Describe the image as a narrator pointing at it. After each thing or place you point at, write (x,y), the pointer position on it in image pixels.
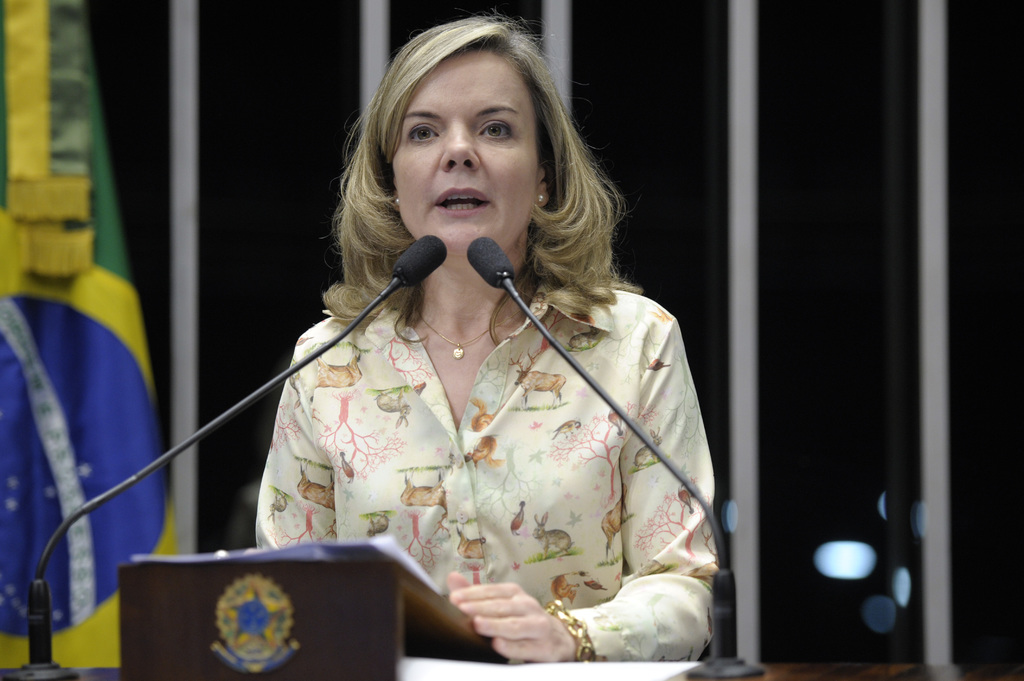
In this image there is a woman (467,271) speaking in mic (548,334) in front of the podium (173,646). On the podium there are papers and a logo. Behind the woman (286,408) there is a flag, beside the flag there are metal rods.
